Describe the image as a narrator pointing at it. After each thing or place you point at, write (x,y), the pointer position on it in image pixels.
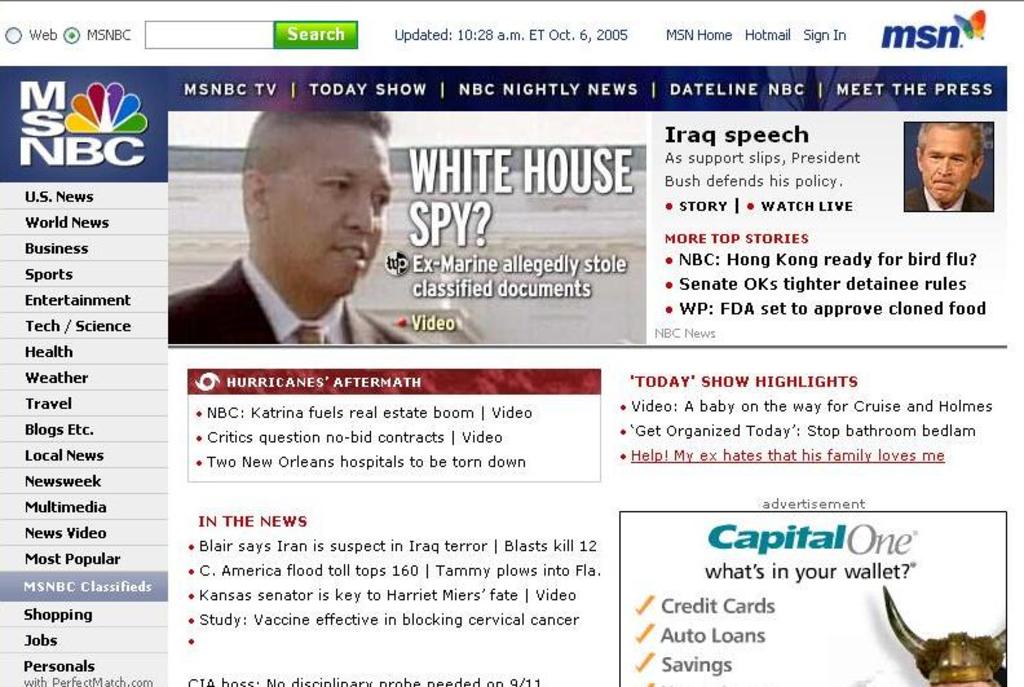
This image consists of a web page (680,552). In this image there is a text (60,438) and there are two images (347,201) of two persons (941,171).
